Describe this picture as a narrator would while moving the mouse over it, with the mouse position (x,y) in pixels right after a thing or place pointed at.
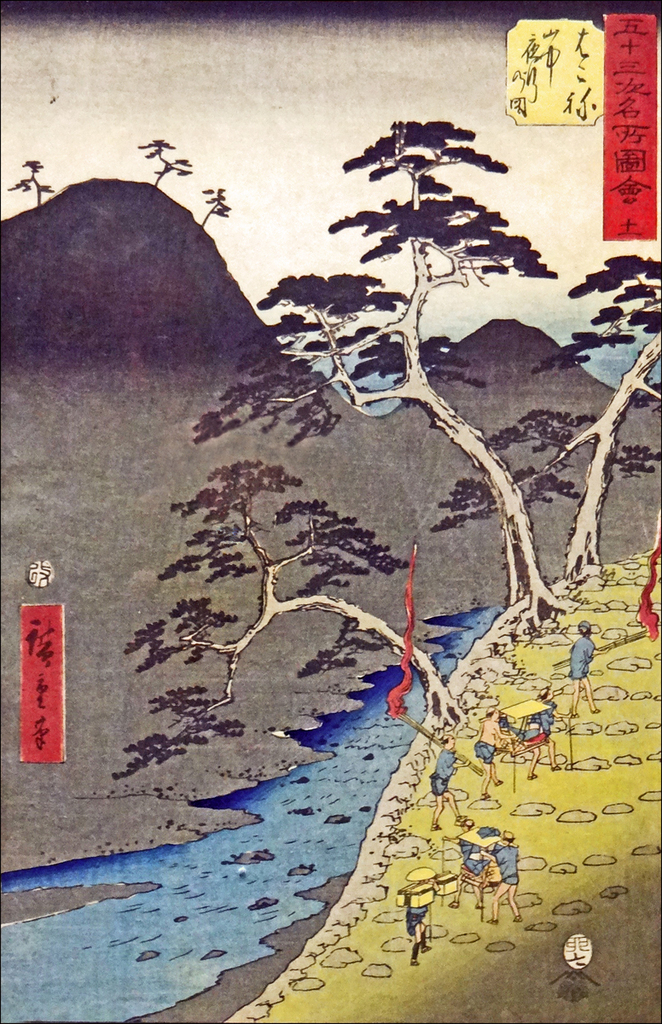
In this image, we can see some poster (386,868). Here we can see a group of people (463,860), some objects (491,879). In the middle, we can see a water (240,864). Top of the image (268,339), we can see mountains (266,433), trees (653,294). Right side and left side of the image (41,695), we can see some text (639,129).
